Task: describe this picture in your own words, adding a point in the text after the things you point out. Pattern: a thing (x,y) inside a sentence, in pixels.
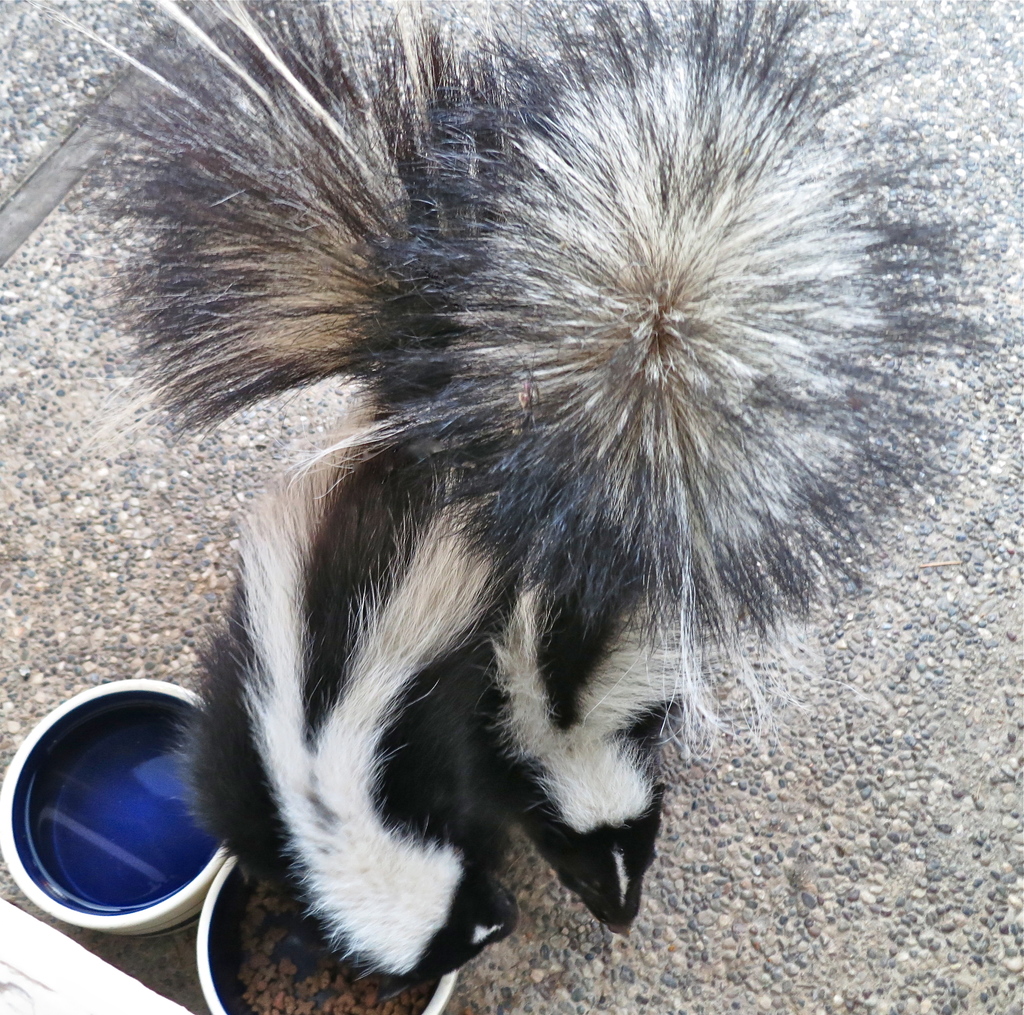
In this image I can see there are two animals (504,719) with fur (414,717), they are in black and white color. At the bottom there are two bowls (227,886).
